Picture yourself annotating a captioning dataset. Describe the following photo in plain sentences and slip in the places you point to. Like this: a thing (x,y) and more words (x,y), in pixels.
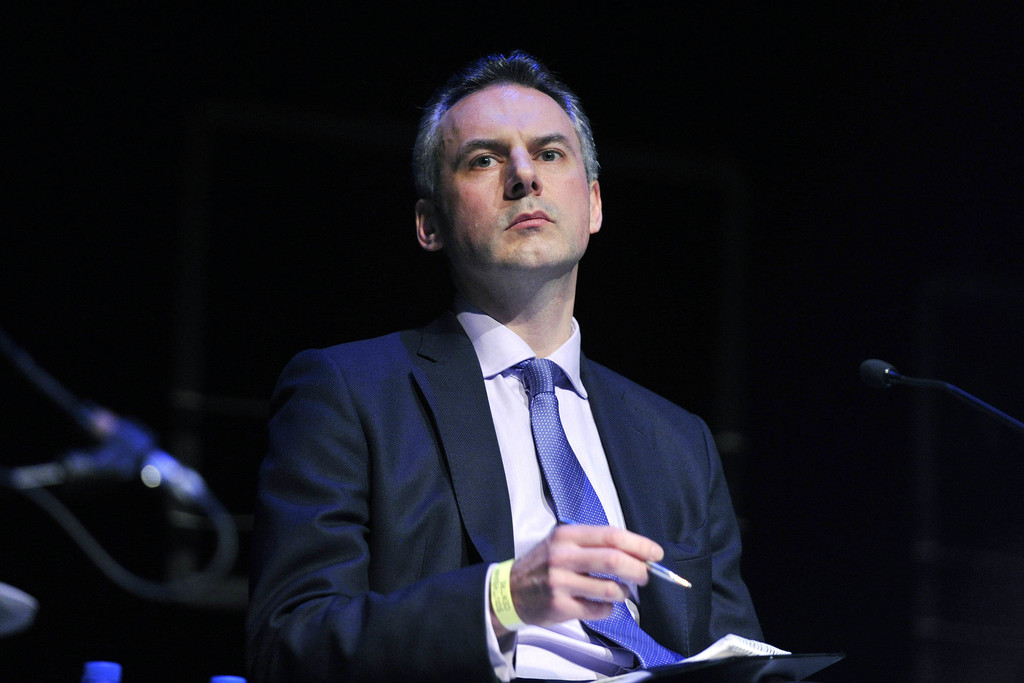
There is a person (565,479) in suit (673,524), holding a pen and sitting on a chair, near bottles (112,676), which are on the table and a mic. And the background (152,333) is dark in color.
